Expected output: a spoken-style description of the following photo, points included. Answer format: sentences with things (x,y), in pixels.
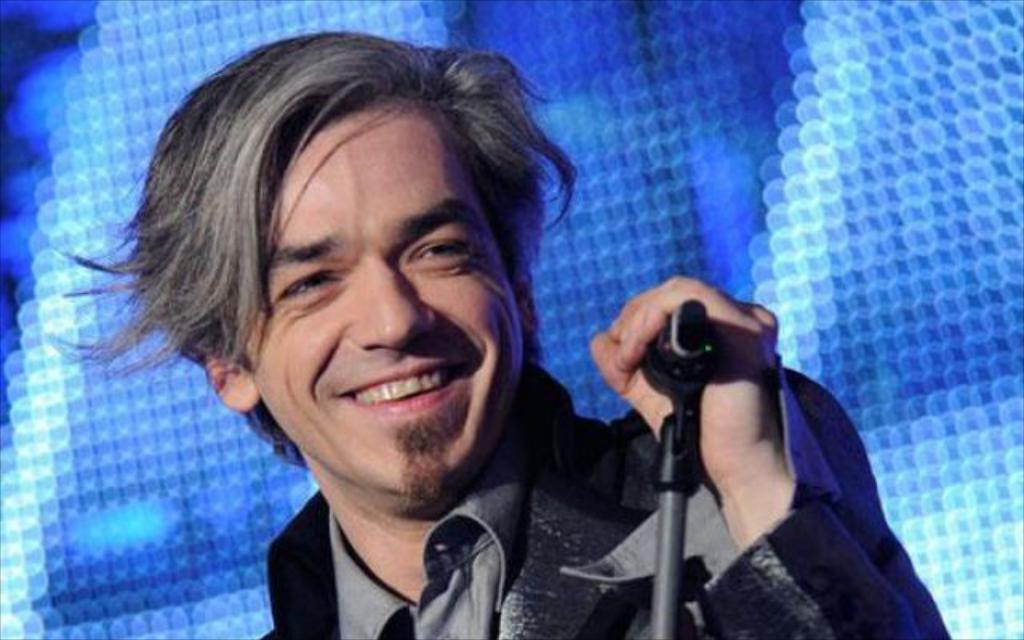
This image consists of a man (540,546) wearing a black jacket (863,560). In front of him, there is a mic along with mic stand (661,633). In the background (159,391), it looks like a screen (67,106) in blue color.
